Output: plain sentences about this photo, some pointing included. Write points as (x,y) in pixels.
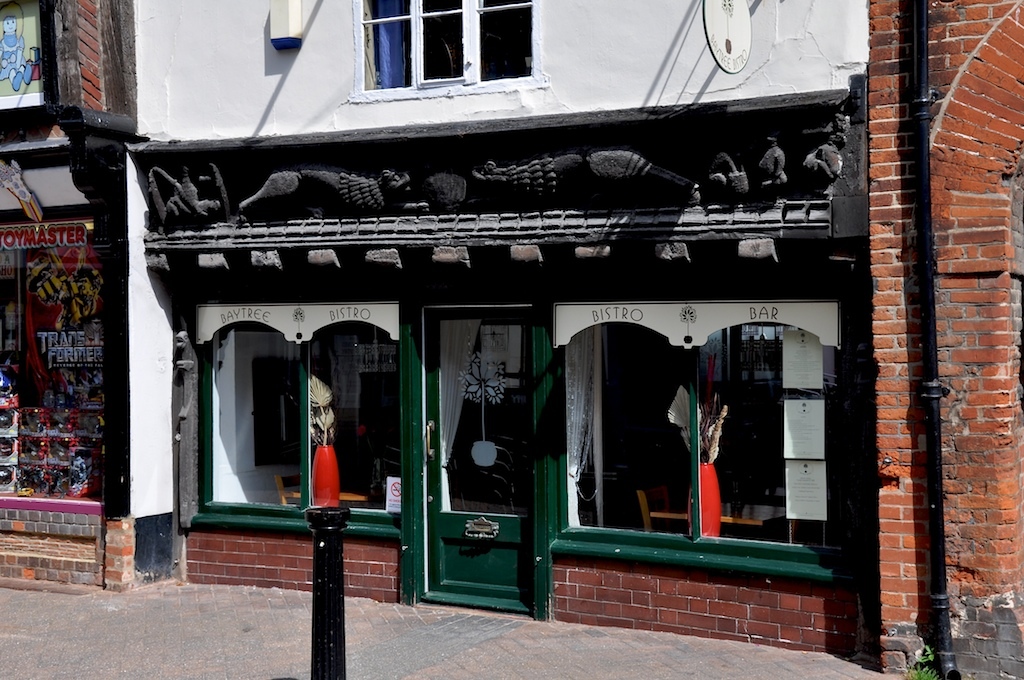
In front of the picture, we see a pole (318,604) in black color. At the bottom (188,626), we see the pavement (503,672). In the middle (342,324), we see a building (566,114) in white and black color. It has windows (630,405) and the flower vases (335,502) in red color. We see a door (507,574) in green color. On the right side (944,179), we see a pipe (934,397) and a wall (950,153) which is made up of the bricks (987,443). On the left side (70,518), we see a wall (60,87) which is made up of the bricks (61,548). We see the toy vehicles (66,428). It might be a toy shop (49,313).
